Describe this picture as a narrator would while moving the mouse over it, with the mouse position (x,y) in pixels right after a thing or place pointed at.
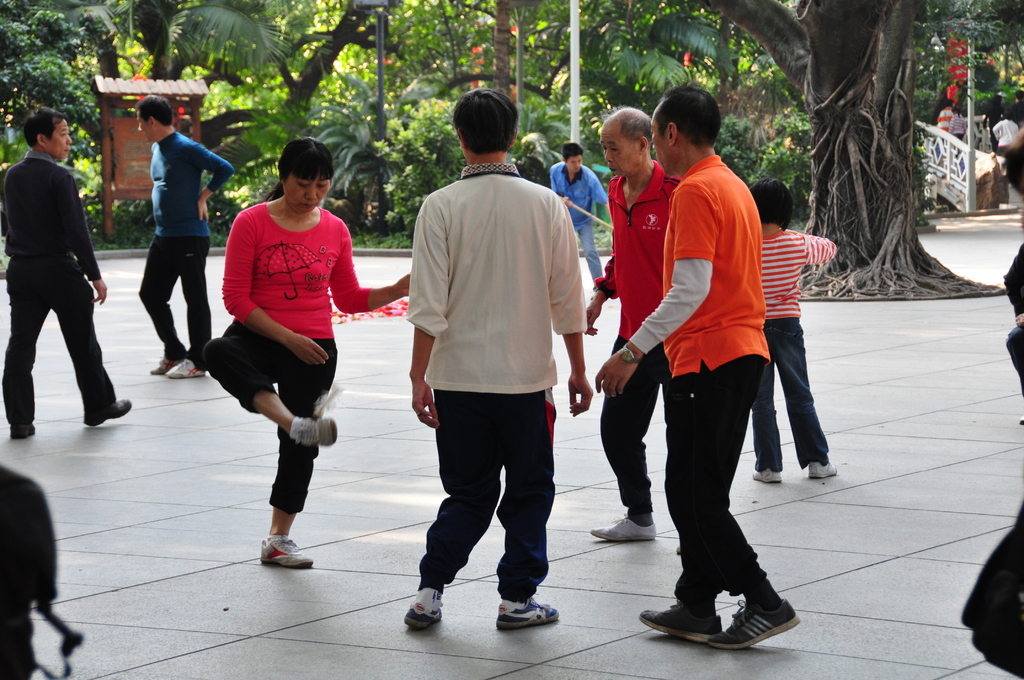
In this image we can see there are few people (438,380) are playing on the ground (366,468). In the background (329,108) there are some trees (554,43) and plants (343,98).
